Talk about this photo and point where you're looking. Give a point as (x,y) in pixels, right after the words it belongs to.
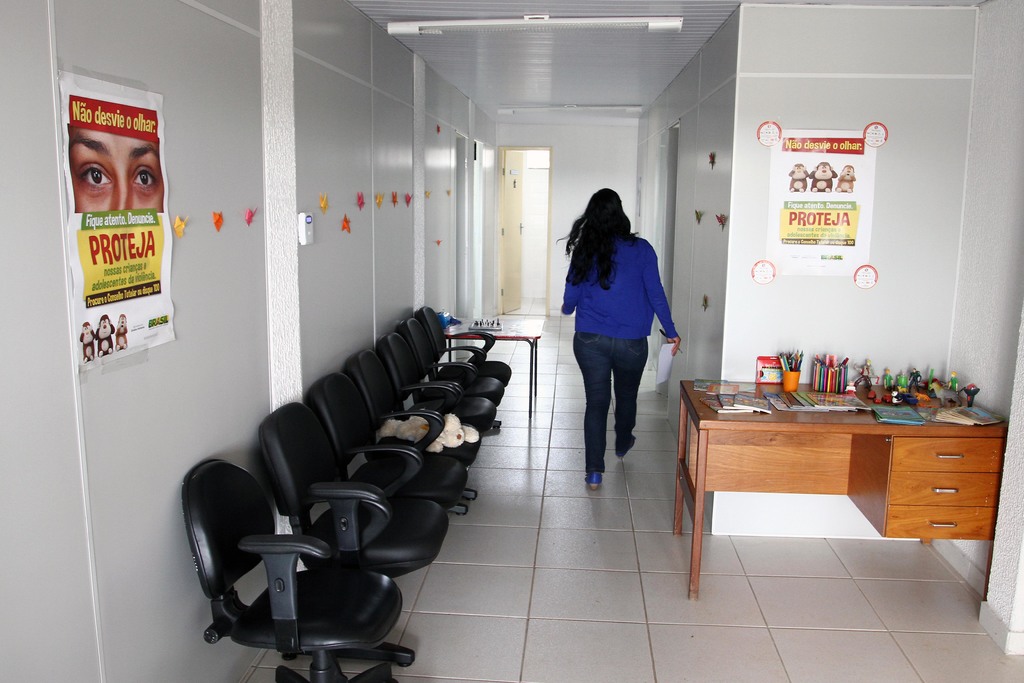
In this picture this person (589,267) walking on the floor (588,578). We can see chairs (361,469). We can see wall (266,189). On the wall (180,191) we can posters (807,195). This is door (502,273). There is a table (794,425). On the table (900,455) we can see books (852,405), Pencils (821,388), Toys (890,380). On the top (599,25) we can see light (557,25).
